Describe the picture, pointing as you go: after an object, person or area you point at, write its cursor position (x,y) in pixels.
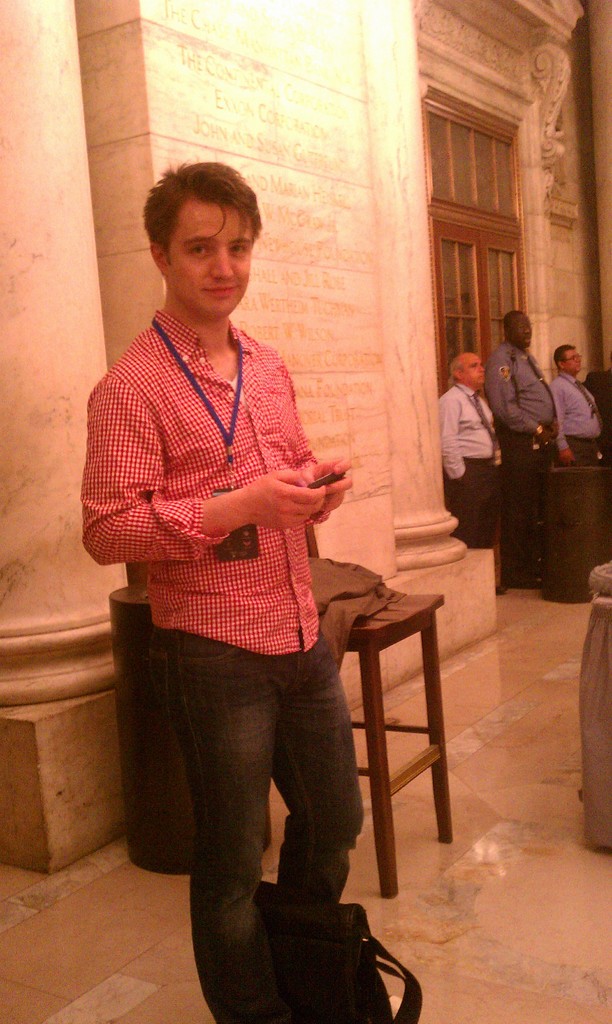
This picture shows a man (215,529) standing, holding a mobile phone (332,480). There is a bag (294,942) in between his legs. In the background (485,425), there are some people (501,438) standing. There is a wall (374,213) and a door (457,270) here.
